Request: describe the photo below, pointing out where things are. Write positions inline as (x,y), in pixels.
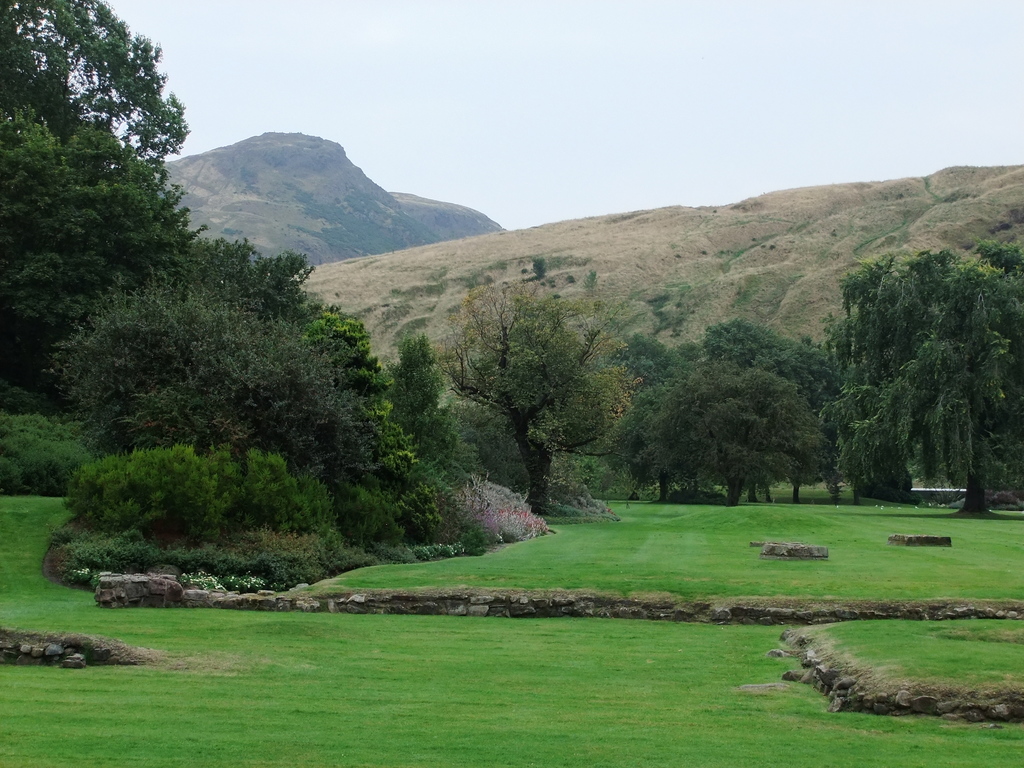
These are the trees (274,416) with branches (605,376) and leaves (692,463). I can see the rocks (489,599). Here is the grass (898,575), which is green in color. These are the mountains (510,237). I can see the sky (660,95).
